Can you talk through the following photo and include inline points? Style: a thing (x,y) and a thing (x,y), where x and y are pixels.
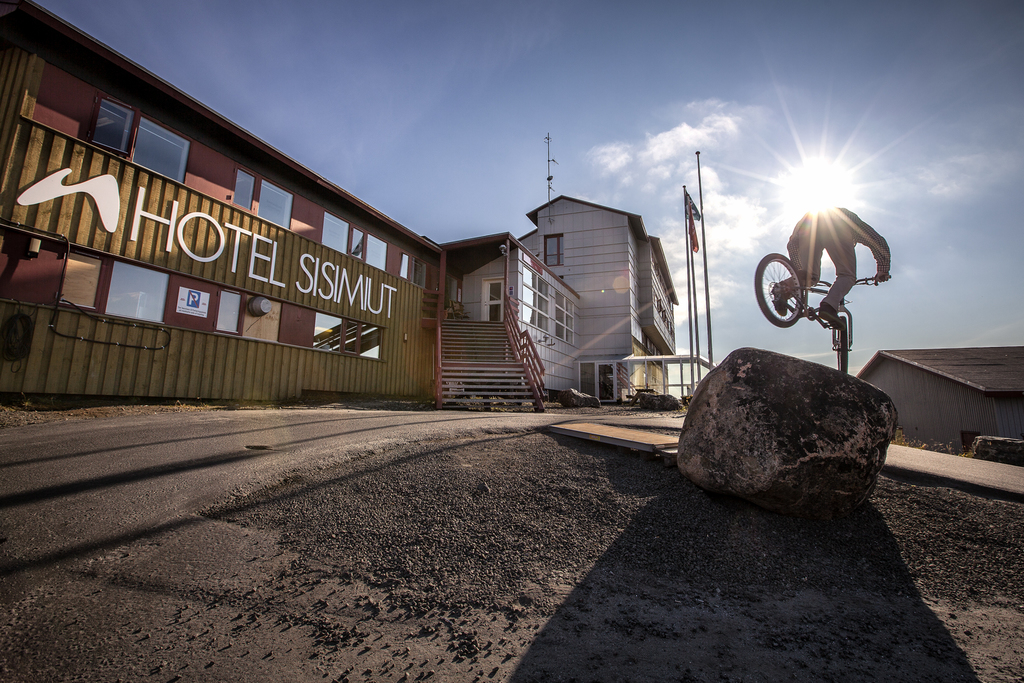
There is a stone (761,408). And a person (814,236) on a cycle (774,305) is jumping. In the back (687,241) there are flags (687,241) with poles (693,276). On the left side (233,268) there are buildings (275,258) with windows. Also there are steps (477,376) with railings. In the background (507,140) there is sky (723,165) with clouds (692,186). On the side there is another building (985,369).
